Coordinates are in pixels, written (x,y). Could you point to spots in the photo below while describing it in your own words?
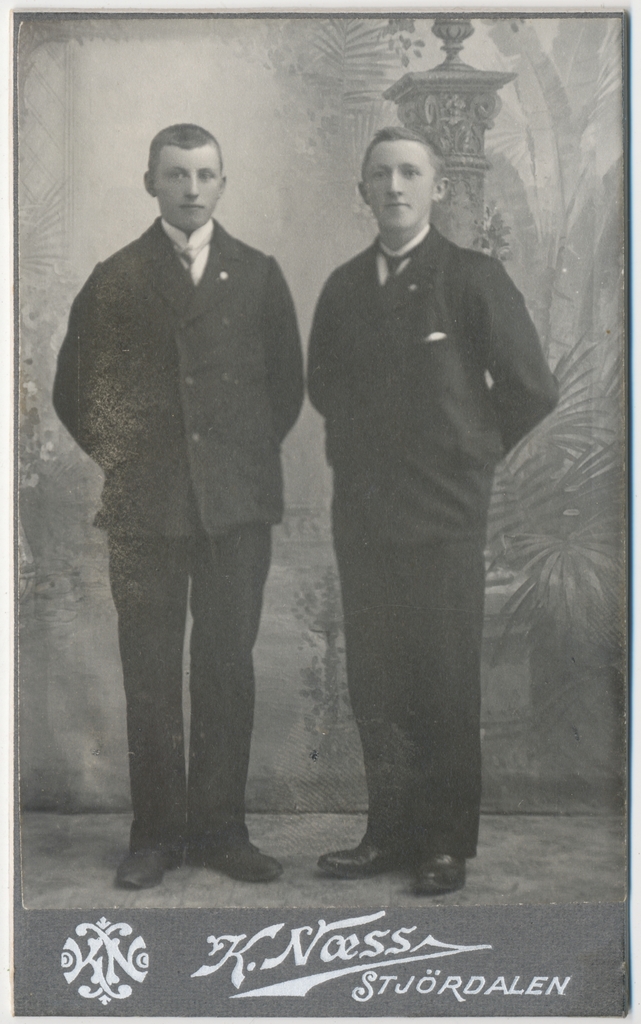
In this image there are two persons (291,302) standing, and in the background (110,98) there is a wall poster (336,749), and a watermark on the image.
